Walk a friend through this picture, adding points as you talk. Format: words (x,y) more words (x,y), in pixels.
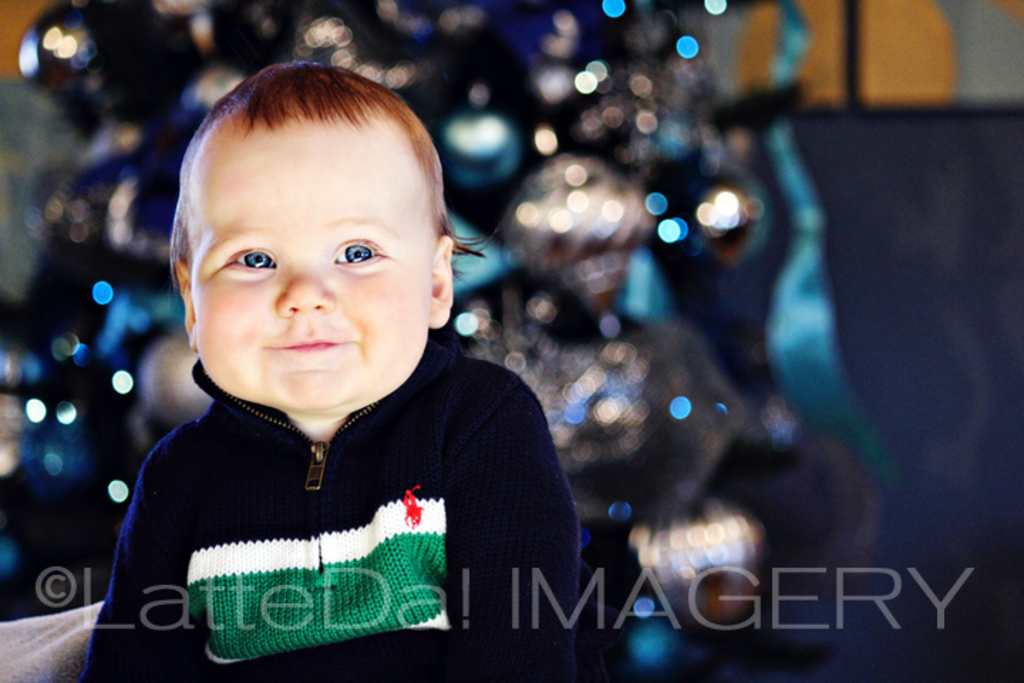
There is a small baby (396,560) and text (385,606) in the foreground area of the image (429,492) and the background (519,340) is blurry.
